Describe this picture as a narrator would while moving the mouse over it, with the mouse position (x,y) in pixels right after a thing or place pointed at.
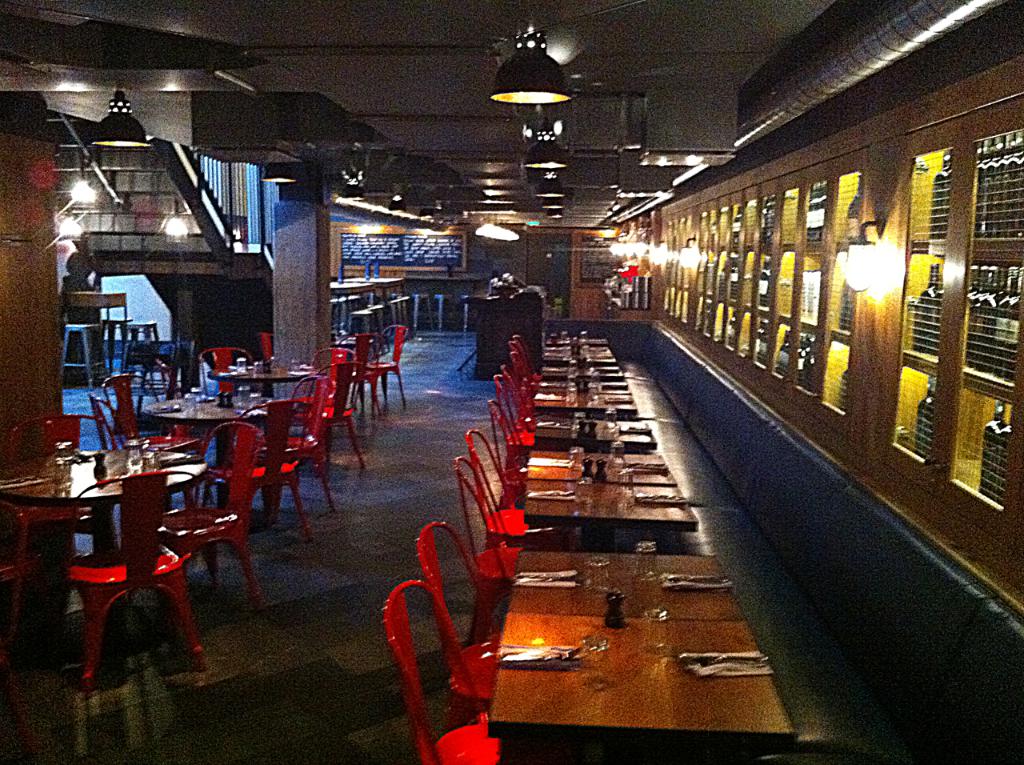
In this image we can see many tables (672,597), glasses (666,626), and some objects (521,579) on it, there are red color chairs (515,551), there are wine bottles (1008,306) in the shelf (845,292), in front (871,264) there are lights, there is a pillar (298,264), there is a staircase (160,195), there is a wall (528,257).
